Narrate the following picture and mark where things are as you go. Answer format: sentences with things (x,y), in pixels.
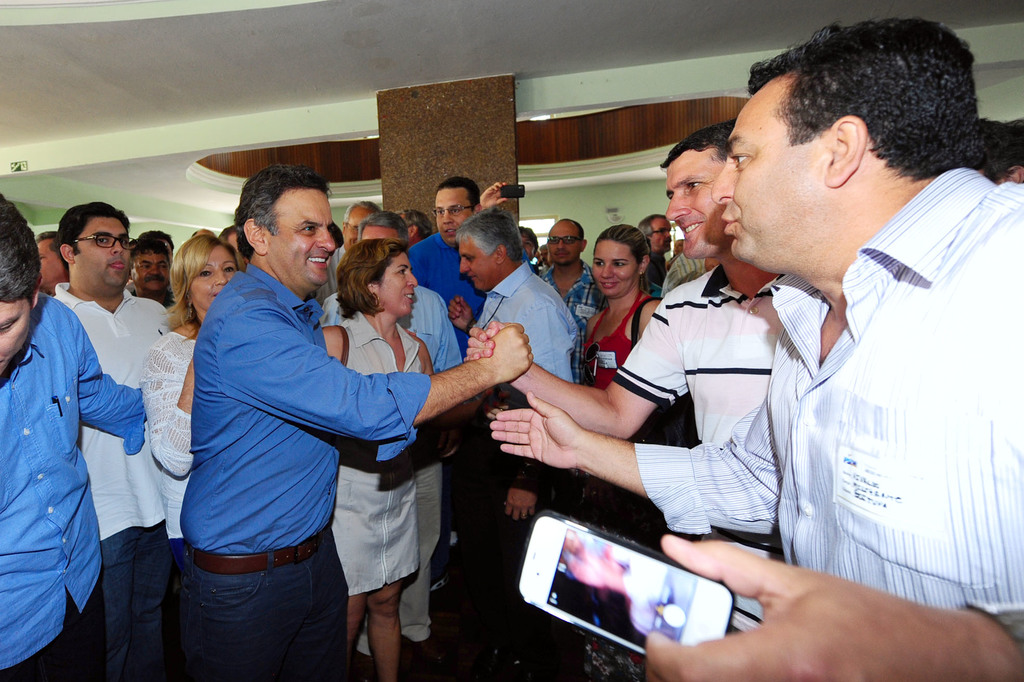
Here we can see group of people (190,287) appreciating each other and the man (800,233) on the right side (870,315) is holding a mobile phone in his hand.
